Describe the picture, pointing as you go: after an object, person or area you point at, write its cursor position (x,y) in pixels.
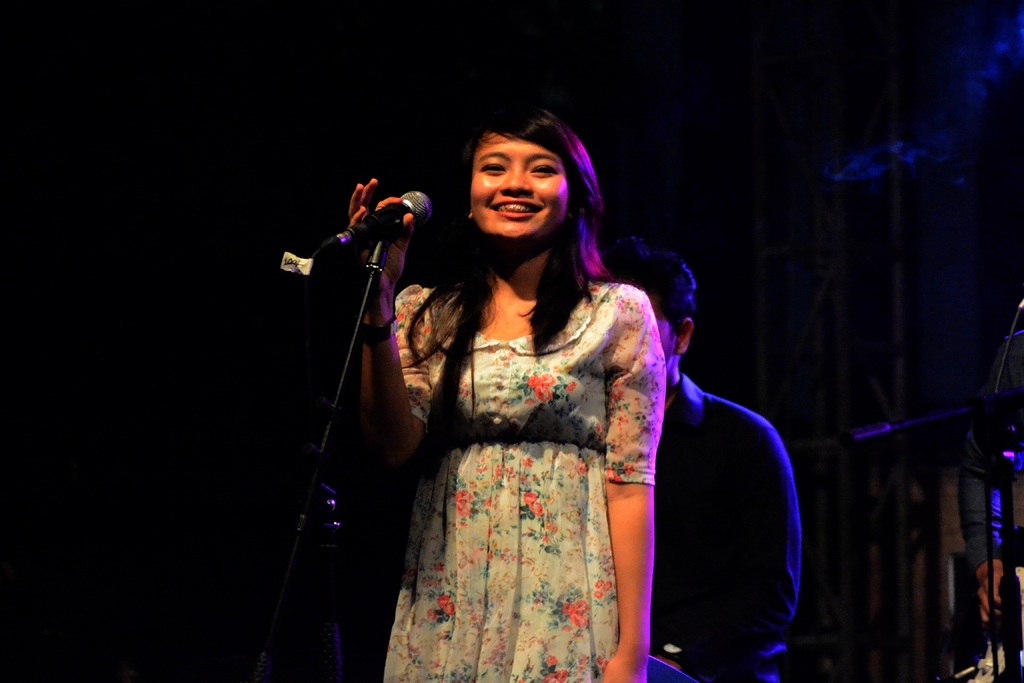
In the middle of the image (573,317) a woman (454,368) is standing and smiling and holding a microphone (393,215). Behind her there is a man (683,496). Bottom right side of the image (1000,530) a person (1000,530) is standing.
